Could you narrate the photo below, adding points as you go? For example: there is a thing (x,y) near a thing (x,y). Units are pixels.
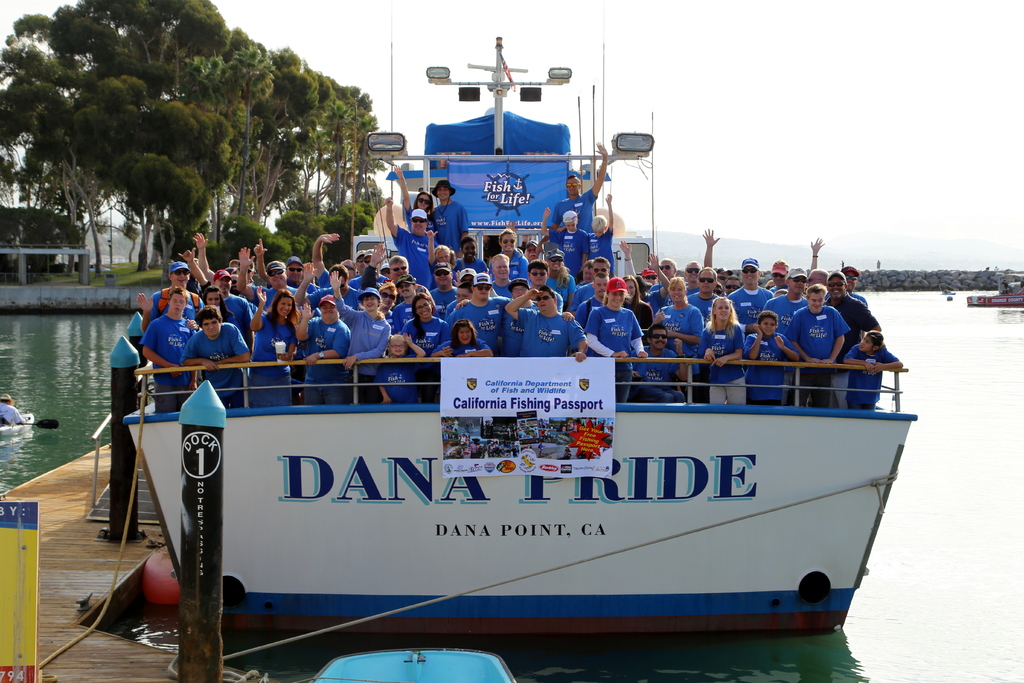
In this picture I can see group of people (392,296) standing on the boat (446,532), which is on the water (52,362), there is a banner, there is a person (9,395) sitting on the boat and holding a paddle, there is a wooden pier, there are trees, rocks (947,269), and in the background (741,110) there is the sky (790,113).
